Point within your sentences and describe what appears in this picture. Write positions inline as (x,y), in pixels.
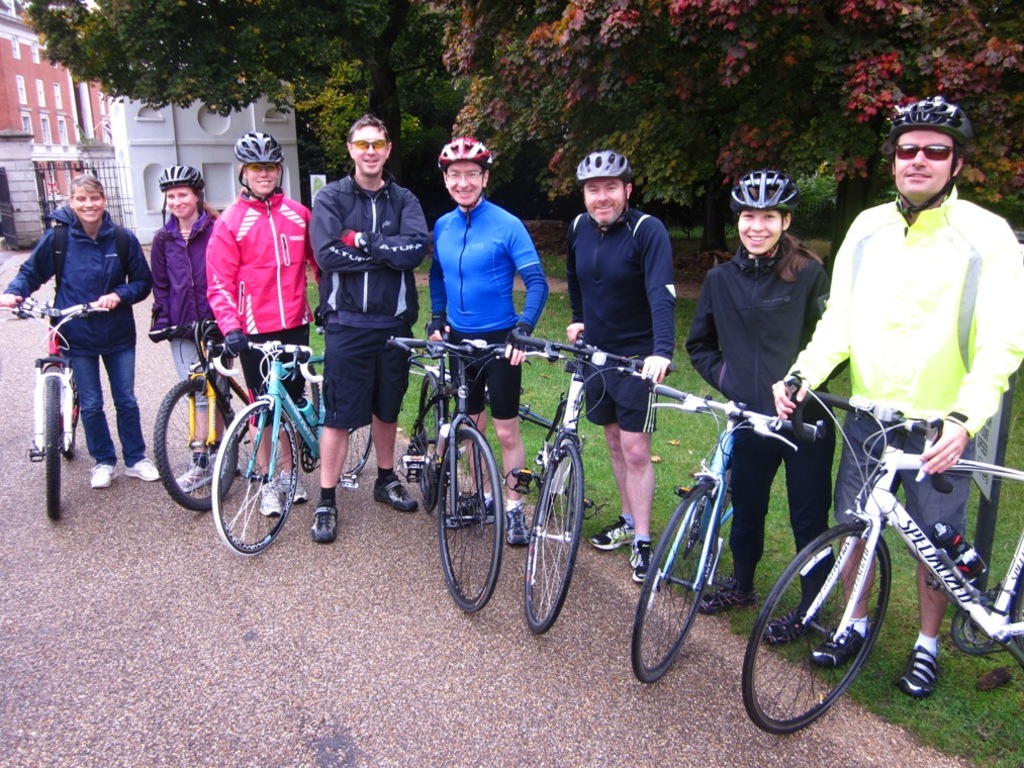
In the foreground (392,322) I can see a group of people (474,366) are standing on grass (558,397) and are holding bicycles (436,462) in their hand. In the background (222,68) I can see buildings (132,128), fence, grass (907,639) and trees (520,166). This image is taken may be near the park (534,679).
